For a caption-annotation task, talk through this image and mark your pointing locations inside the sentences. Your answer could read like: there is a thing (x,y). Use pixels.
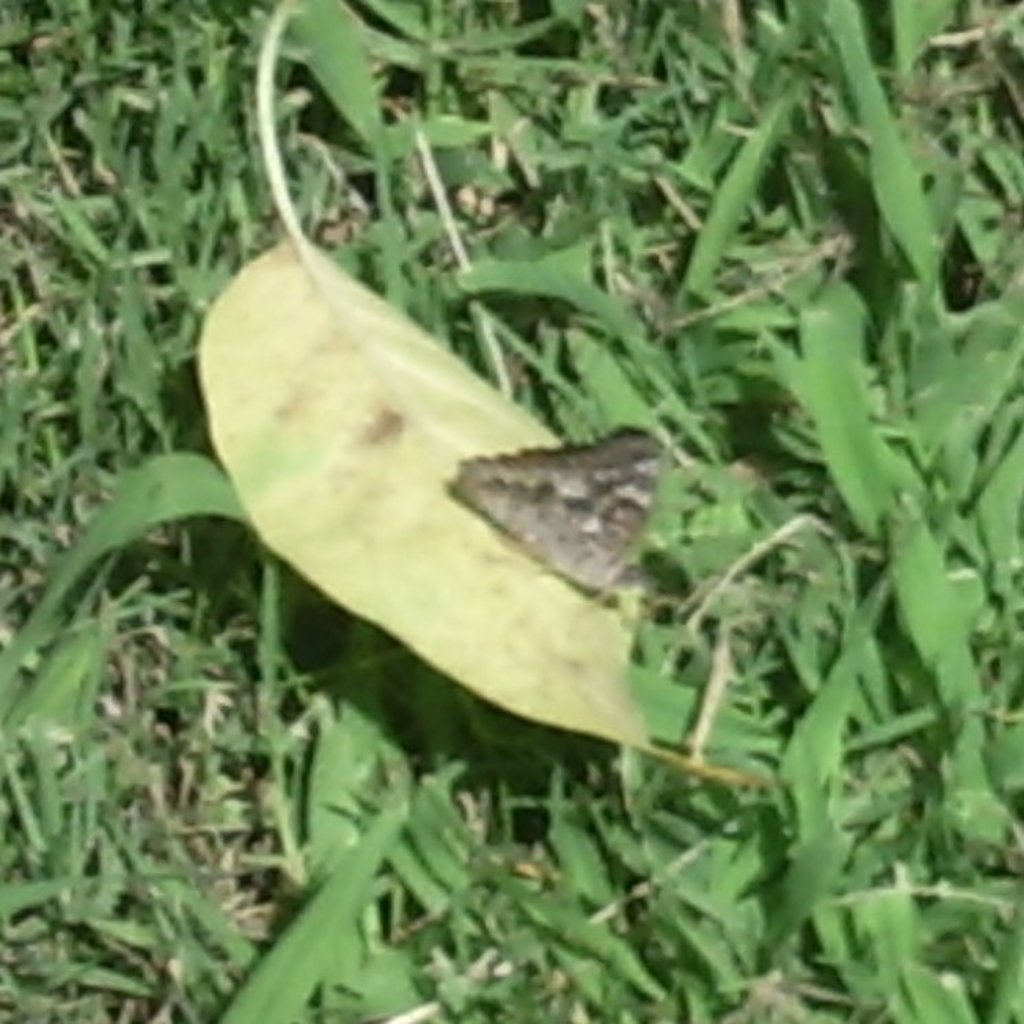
Here we can see an insect (571,524), leaf (492,414), and grass (211,208).
